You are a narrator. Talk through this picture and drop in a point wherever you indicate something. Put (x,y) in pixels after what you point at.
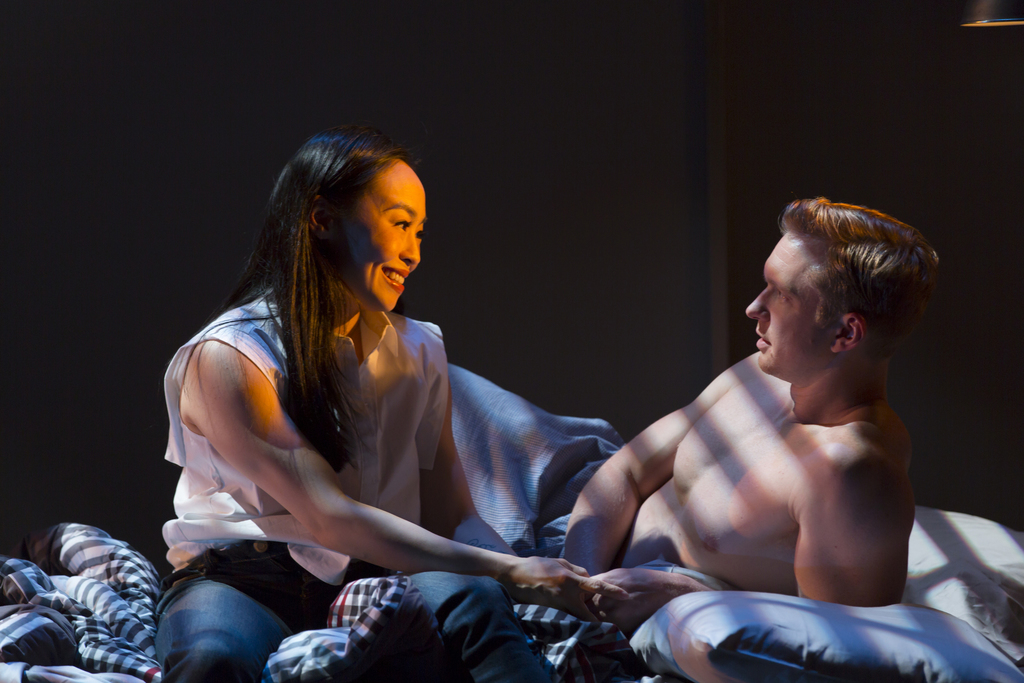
In this image, we can see people (410,385) on the bed (539,532) and we can see bedsheets (547,626) and pillows (864,628). At the top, there is light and the background (745,164) is dark.
